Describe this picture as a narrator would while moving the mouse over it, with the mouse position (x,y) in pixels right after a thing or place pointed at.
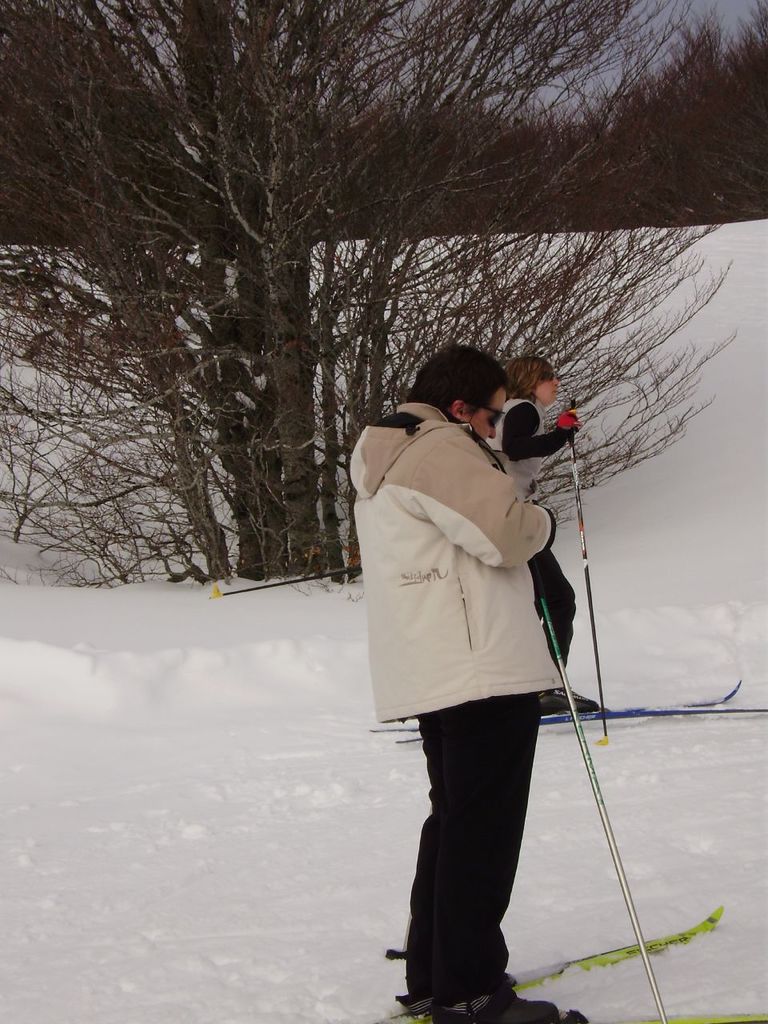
In this image I can see two people (516,729) on skiboards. In the background (172,279) I can see a tree (355,366) and ground (89,611) full of snow (672,519).
